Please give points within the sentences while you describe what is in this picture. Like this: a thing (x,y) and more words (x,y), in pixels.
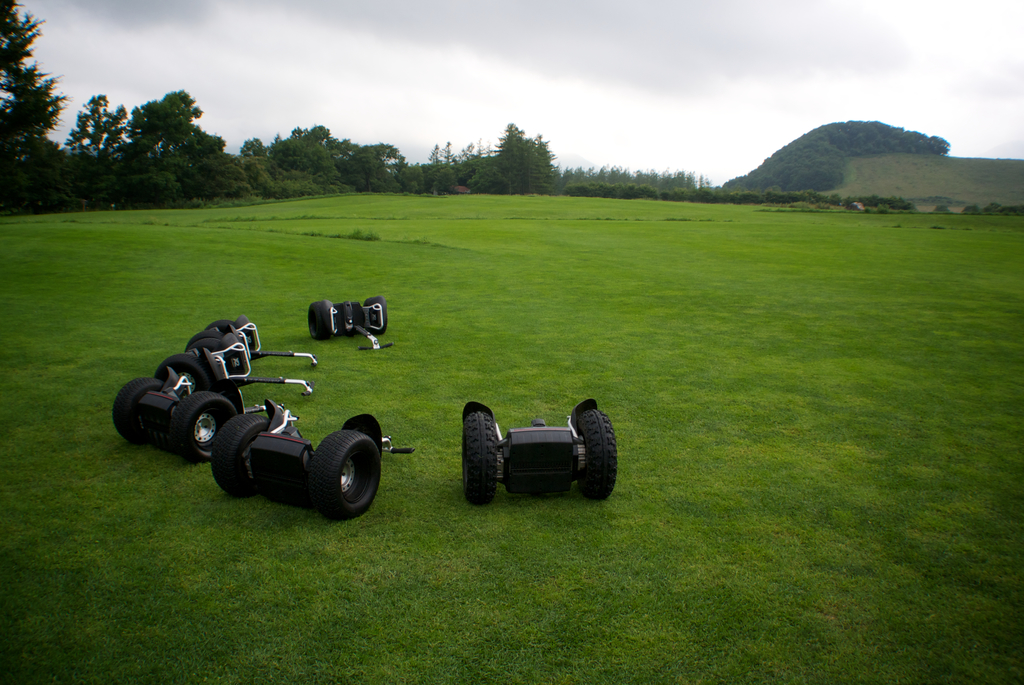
In this image we can see land (864,542) covered with grass (535,603) and some black color things (284,459) are kept on it. The sky (587,92) is full of cloud (844,48) and background of the image (207,169) trees (203,156) are present.
